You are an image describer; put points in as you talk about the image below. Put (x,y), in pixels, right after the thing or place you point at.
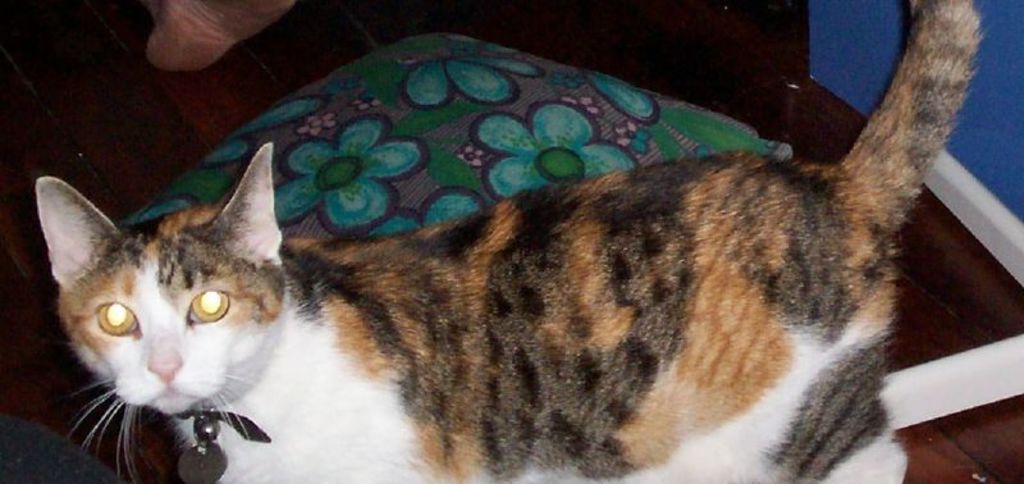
At the bottom (371,455) there is a cat (497,369) in brown, black and white color. There is a pillow (467,156) in the middle of an image (443,166).
